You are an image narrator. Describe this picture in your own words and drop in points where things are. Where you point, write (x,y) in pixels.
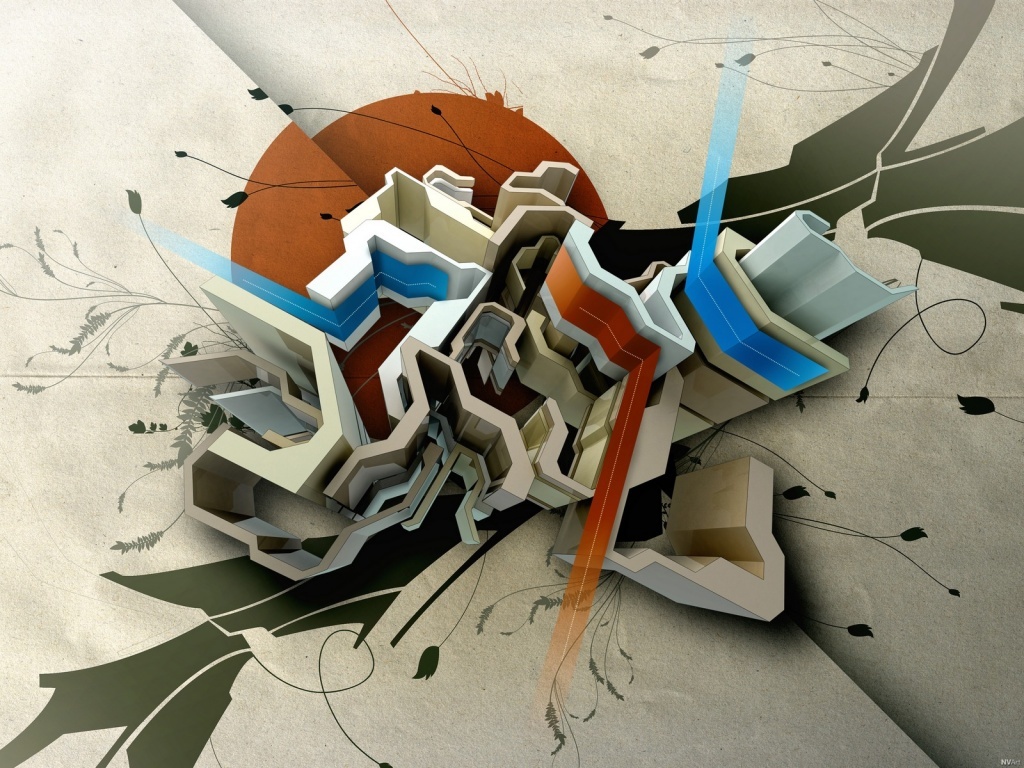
The picture is an animation. In the center of the picture (435,299) there are buildings (550,309), sun (341,142) and some floral designs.
